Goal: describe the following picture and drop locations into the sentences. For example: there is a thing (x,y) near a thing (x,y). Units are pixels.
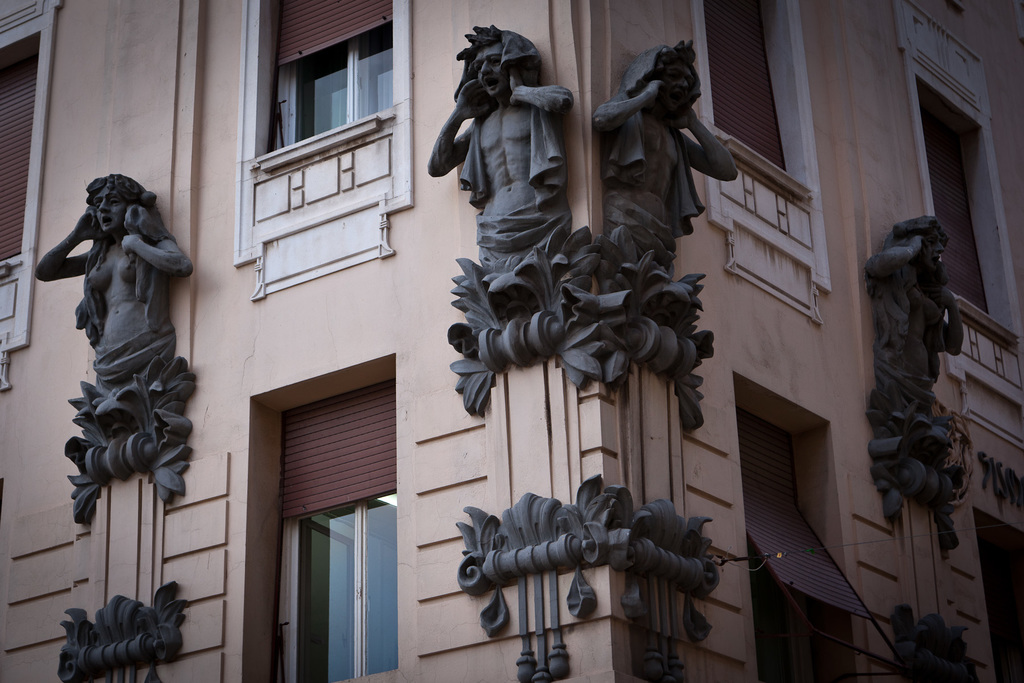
In this picture we can observe some statues (160,289) of human beings (603,104) which are in grey color. These statues (567,337) are fixed to the wall (385,263) of the building (751,325). We can observe windows (326,95). This building (303,251) is in cream color.
